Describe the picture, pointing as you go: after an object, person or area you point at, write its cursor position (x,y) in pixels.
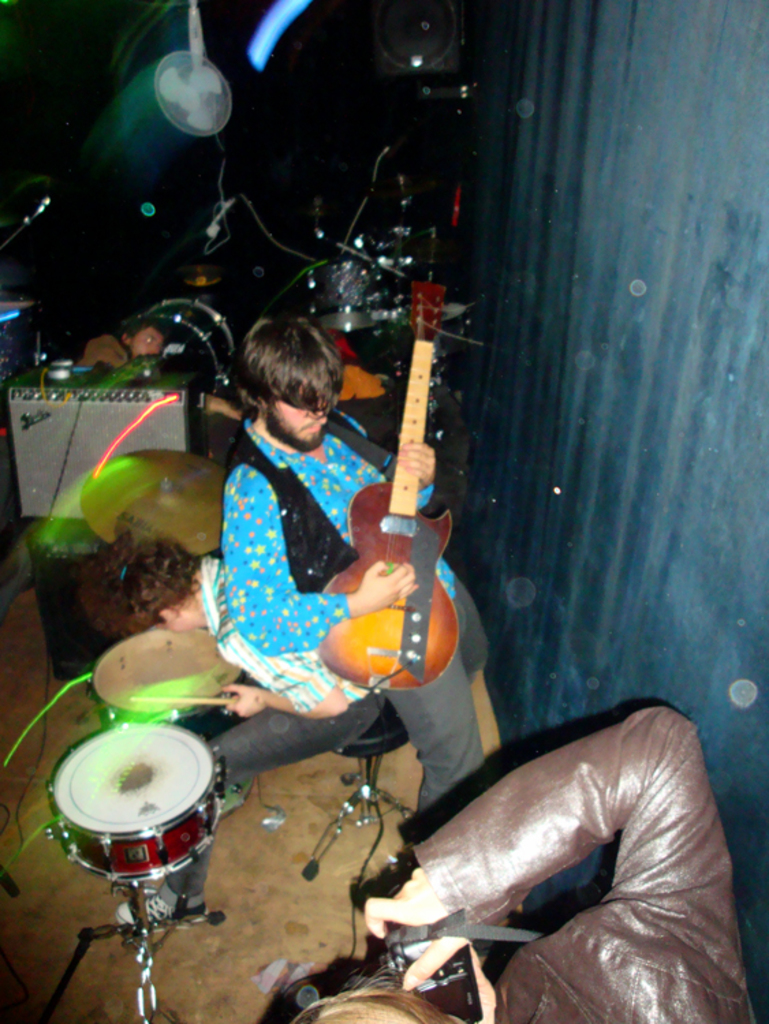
This picture shows a man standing and playing a guitar (377,671) and we see a person (575,1023) holding a camera (418,946) and taking a picture and a person (269,760) seated and playing drums (122,657).
